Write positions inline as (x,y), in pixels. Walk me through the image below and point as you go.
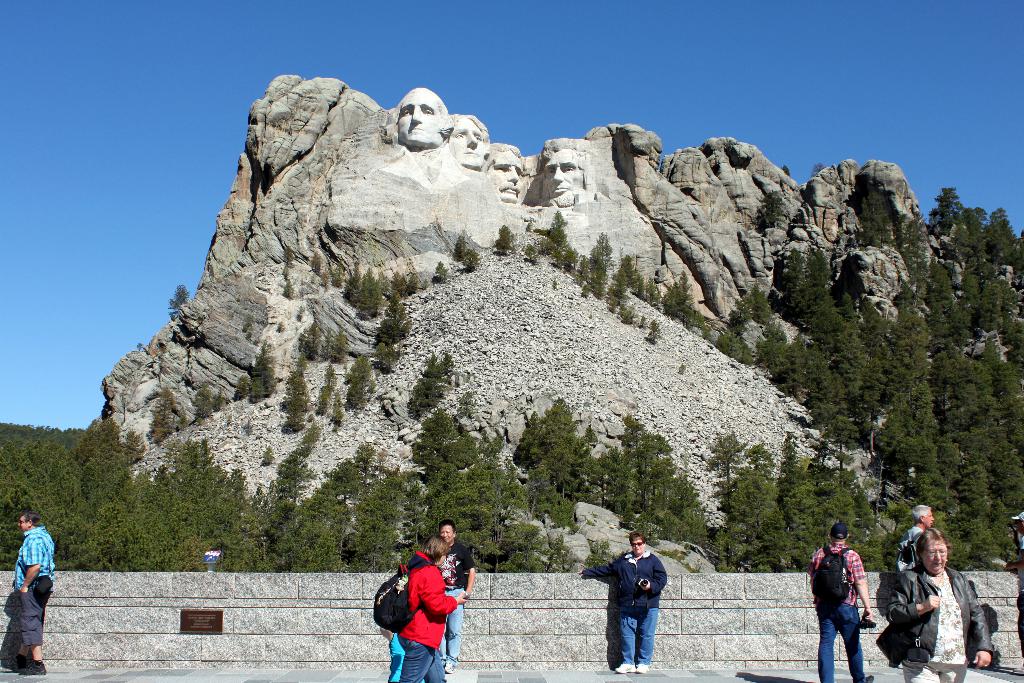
In this image there are engravings (500,159) on the stone (565,182). At the bottom (839,624) there are few people (857,624) who are walking on the floor (783,676). In the background (225,590) there is a stone wall (275,593). Behind the wall (271,576) there are trees (451,477). At the top (767,62) there is the sky (769,49).
